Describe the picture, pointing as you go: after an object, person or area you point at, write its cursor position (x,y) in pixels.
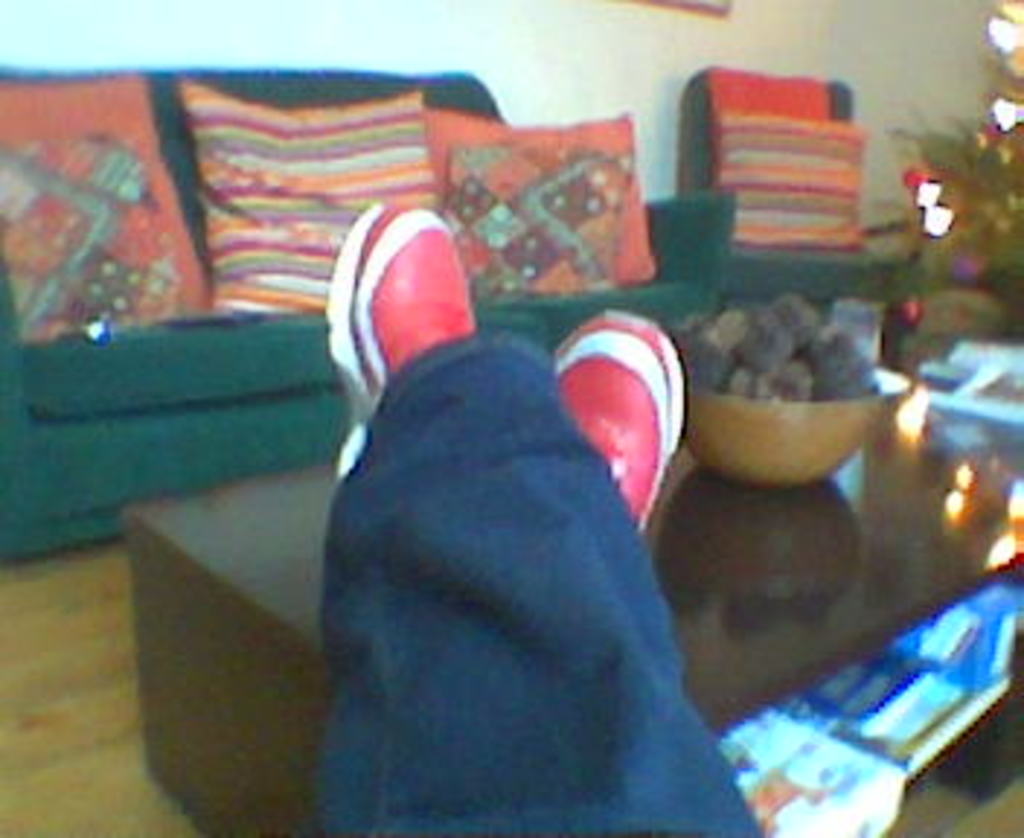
In this image we can see a person (453,623) legs (427,590) on the table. We can see sofa (347,150) with pillows (415,158) in the background (783,156).
